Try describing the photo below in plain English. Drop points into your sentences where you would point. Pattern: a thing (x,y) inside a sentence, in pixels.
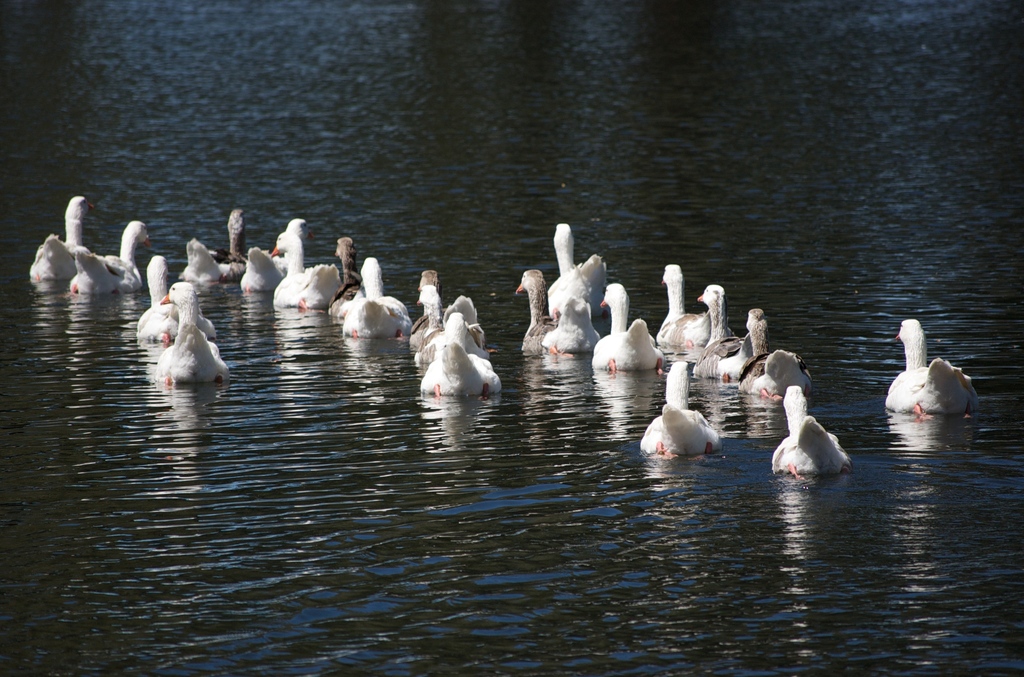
In this image I can see the water (508,330) and few birds (158,321) which are white, red, black and brown in color are on the surface (615,374) of the water (217,290).
